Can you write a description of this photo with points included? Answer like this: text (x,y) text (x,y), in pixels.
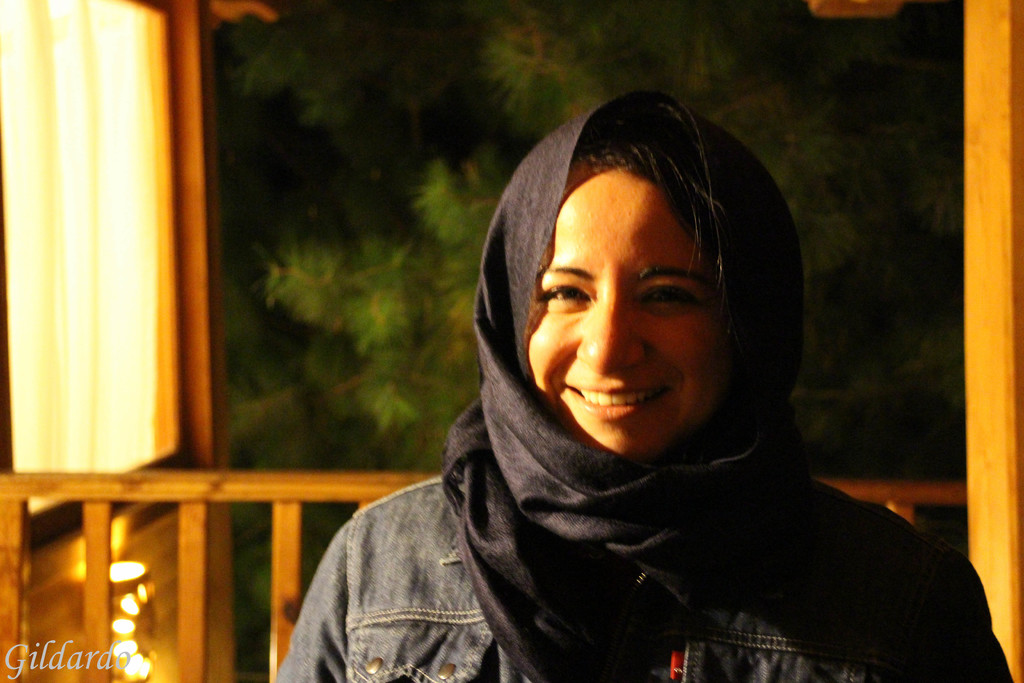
Here we can see a woman (648,268) and she is smiling. There are lights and this is cloth (103,331).
